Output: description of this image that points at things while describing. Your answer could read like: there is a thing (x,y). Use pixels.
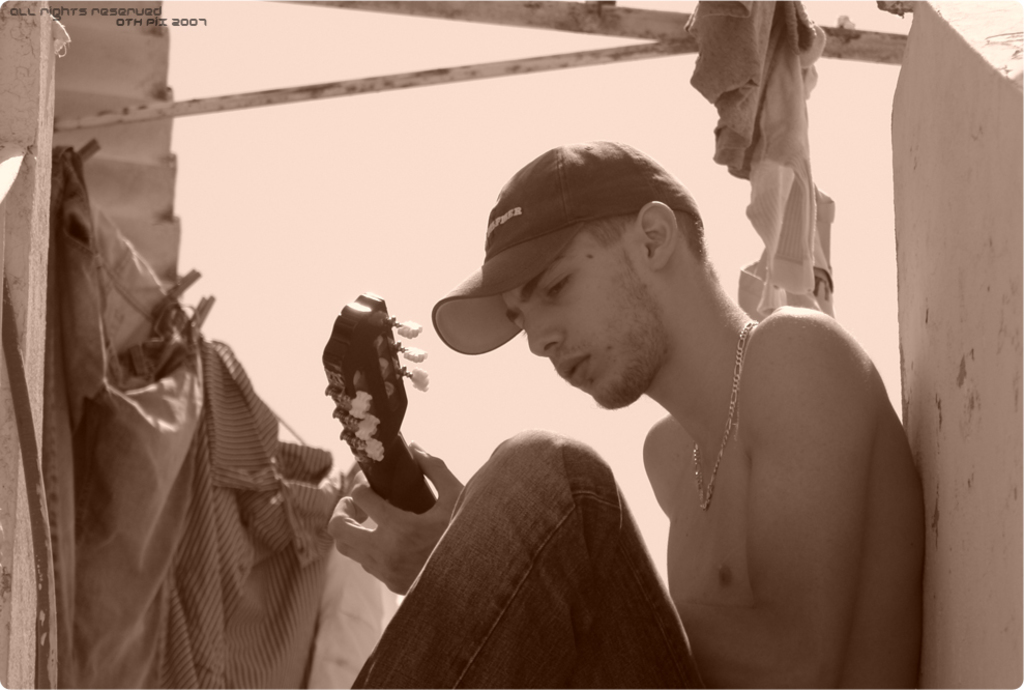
This is a black and white picture. Here we can see a man (540,475) holding a musical instrument (425,512) with his hand (431,541). This is rod (629,56) and there are clothes (237,472). And there is a wall (957,344).
